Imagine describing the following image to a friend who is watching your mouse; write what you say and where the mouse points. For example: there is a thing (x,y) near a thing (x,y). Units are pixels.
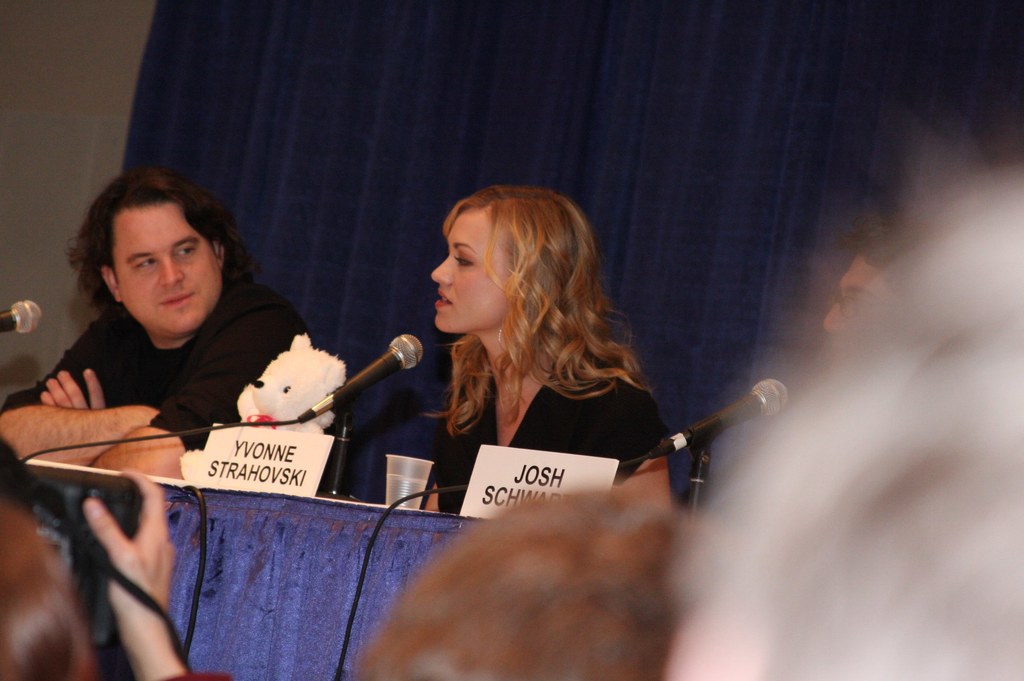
In this image, we can see a table (243,523) and there are some black color microphone (342,420), we can see some people (105,343) sitting and in the background (439,355) there is a blue color curtain (522,40).
